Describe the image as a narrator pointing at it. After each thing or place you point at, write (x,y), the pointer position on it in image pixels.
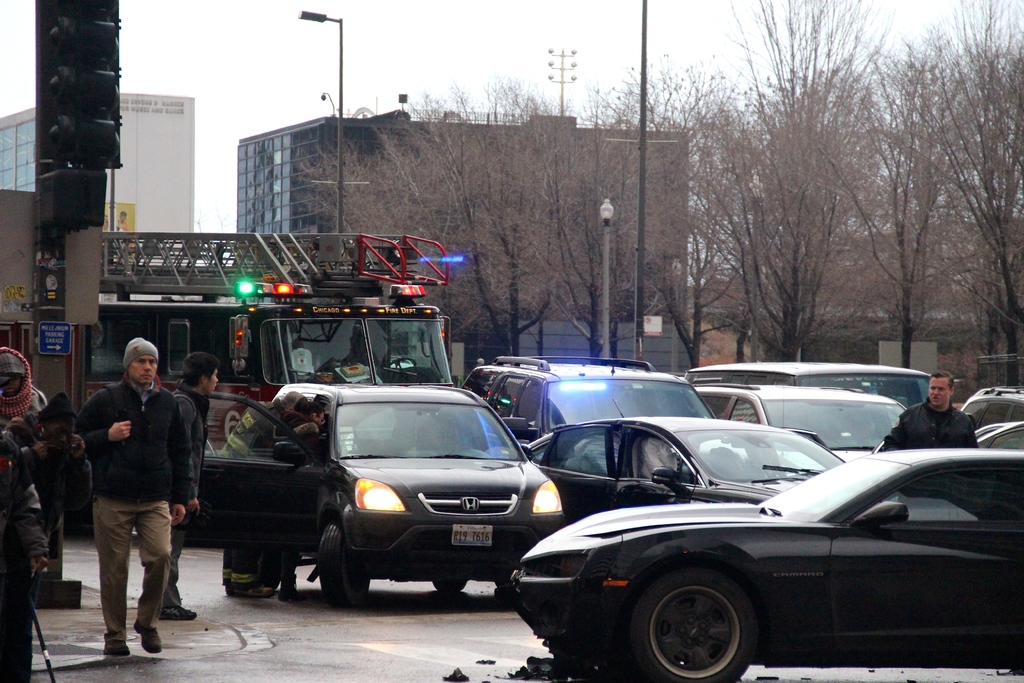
In this image i can see a man (152,458) walking on road (298,675) at the right (797,411) i can see few other cars (787,550) and a man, at the back ground (392,294) i can see a vehicle (378,318), a tree (495,187), a pole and a sky (383,54).
